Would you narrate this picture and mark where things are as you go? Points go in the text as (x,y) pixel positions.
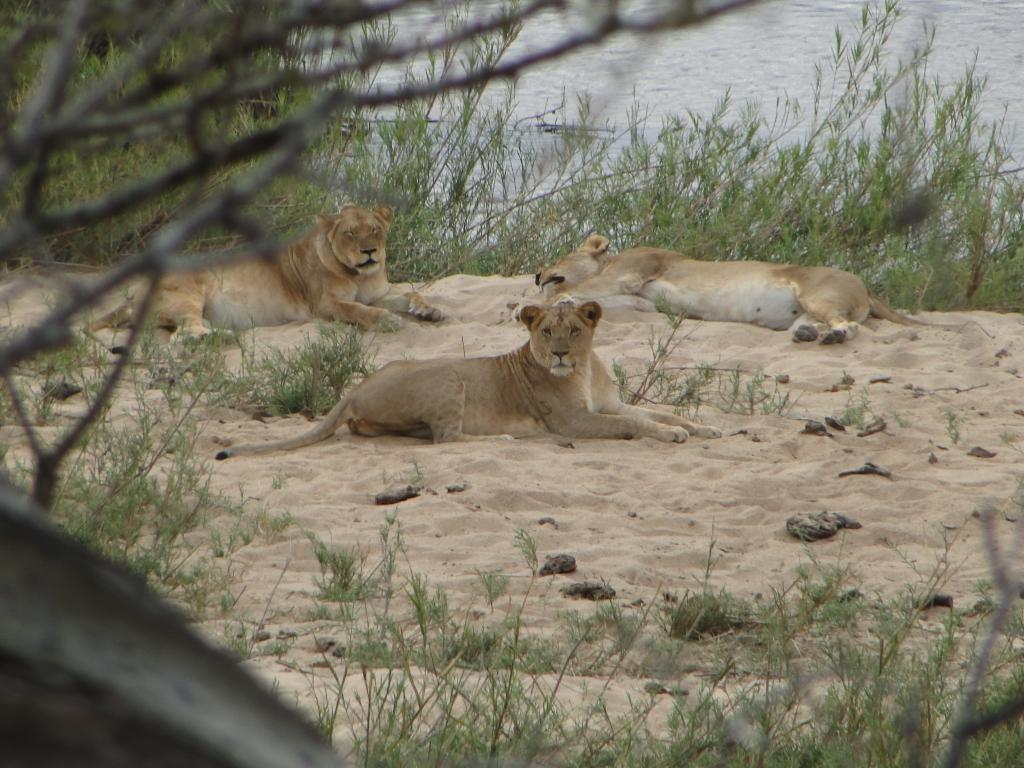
We can see grass (989,765), branches (70,565), lions (441,383) and sand (591,461). In the background (717,78) we can see water (637,89).
